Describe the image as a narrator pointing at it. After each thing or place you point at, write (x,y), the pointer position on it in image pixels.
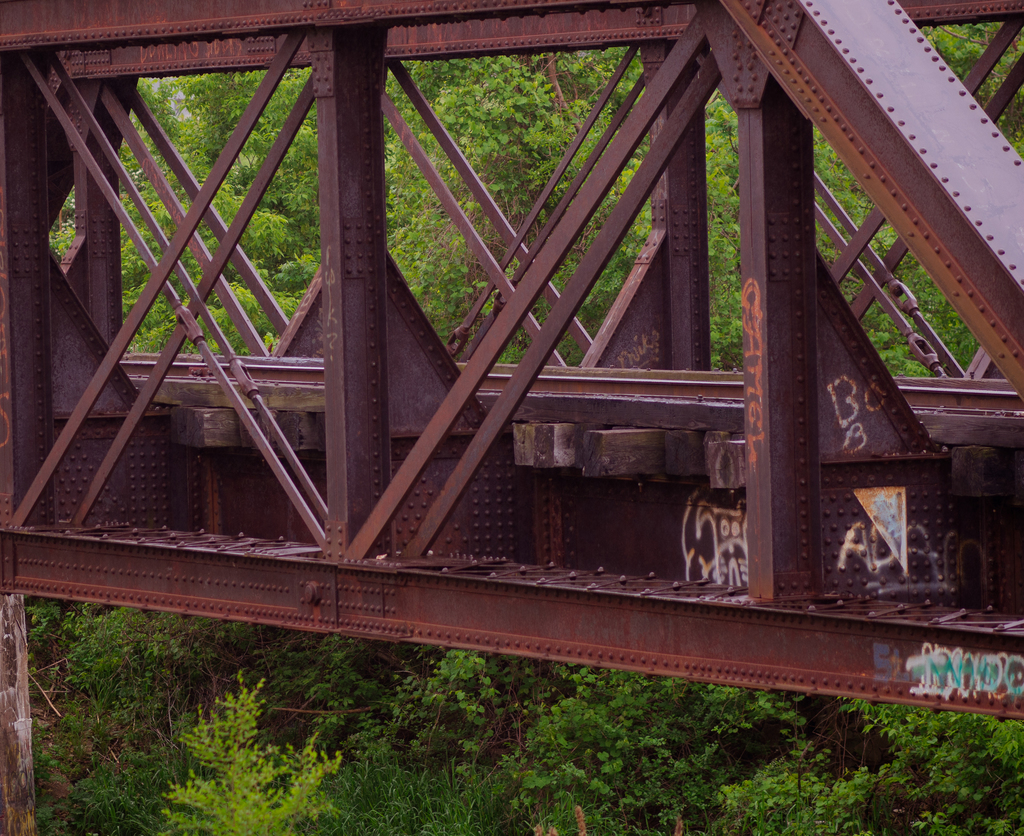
In this image we can see a bridge (428,483), poles (790,463) and texts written on the bridge (775,488) on the right side (926,552). In the background (319,704) there are trees (322,684) and plants (266,742) on the ground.
